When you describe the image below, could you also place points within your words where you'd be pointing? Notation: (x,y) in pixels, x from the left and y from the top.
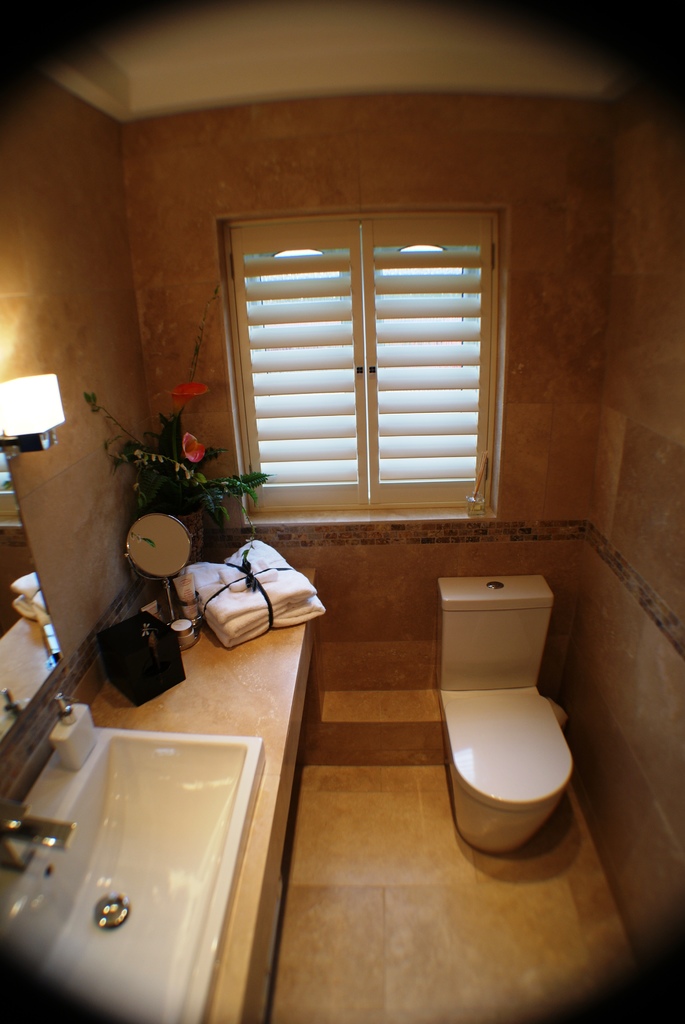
In this picture i can see the bathroom (300,782). In the center (445,445) there is a windows door (282,497). On the right (517,766) there is a toilet seat (542,757) near to the window (468,412) and wall (503,513). On the left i can see the light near to the mirror (8,619). In the bottom left corner (95,863) there is a wash basin (83,864), beside that I can see the shampoo bottle (83,753), flowers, mirror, plants (220,511), flowers (187,479) and black box (147,659).
